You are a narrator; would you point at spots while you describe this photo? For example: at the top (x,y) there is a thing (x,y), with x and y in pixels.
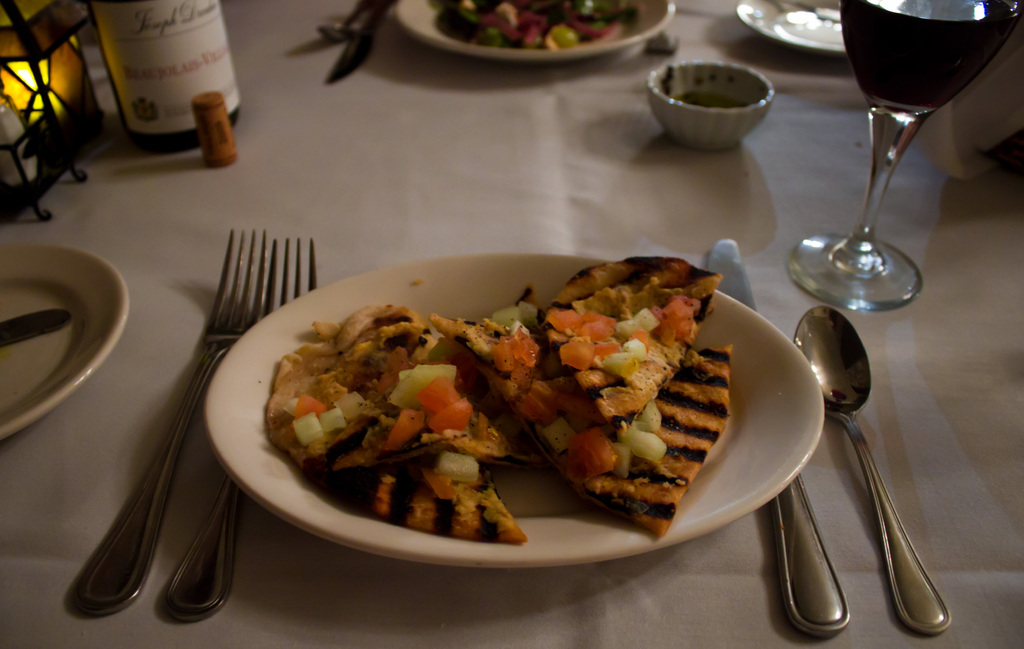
This image consists of a plate (278,457). On that there are some eatables (302,468). There are plates (797,24) at the top (800,3). There is glass (883,176) on the right side (893,65). There is bottle (124,24) at the top (128,12). There are forks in the middle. There is spoon (850,408), knife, plate (800,387) in the middle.
